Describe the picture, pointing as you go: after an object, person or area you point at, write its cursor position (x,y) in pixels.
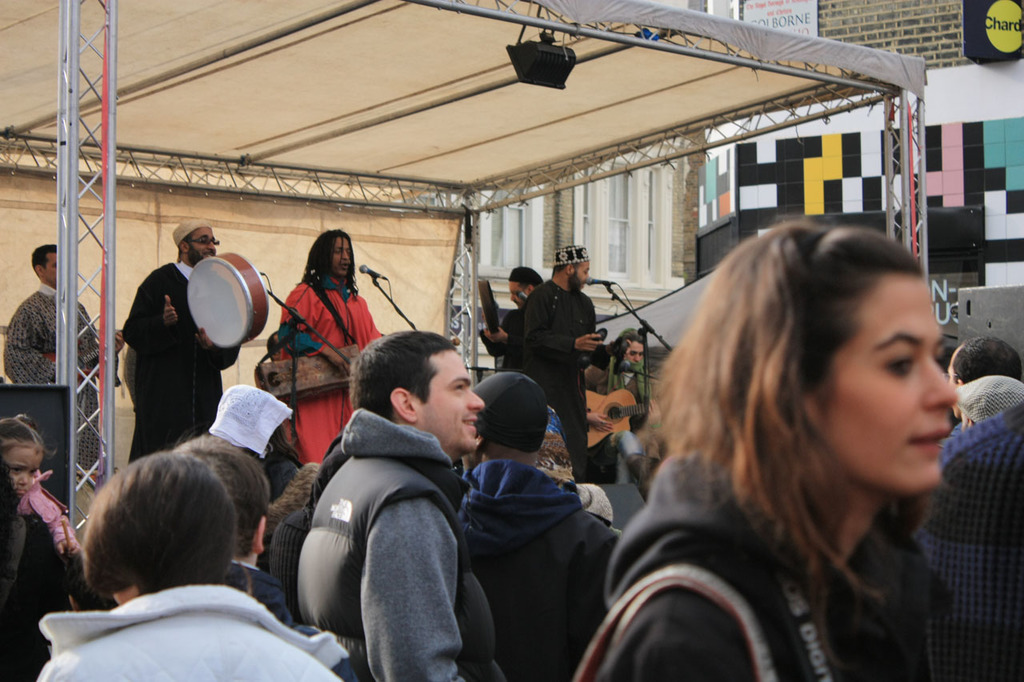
In the foreground of this picture (328,562) we can see the group of persons (544,483). In the center (347,305) we can see the group of persons (303,294), standing, playing musical instrument (225,306) and we can see the microphones (372,271) are attached to the metal stands (639,317). At the top (536,55) we can see a focusing light (544,63) hanging on the metal rod (480,9) and we can see a tent (371,114), metal rods (72,382), speakers (14,412) and some other objects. In the background (982,100) we can see the buildings (782,153) and the text (1022,23) on the boards (969,37) attached to the buildings (626,224).
